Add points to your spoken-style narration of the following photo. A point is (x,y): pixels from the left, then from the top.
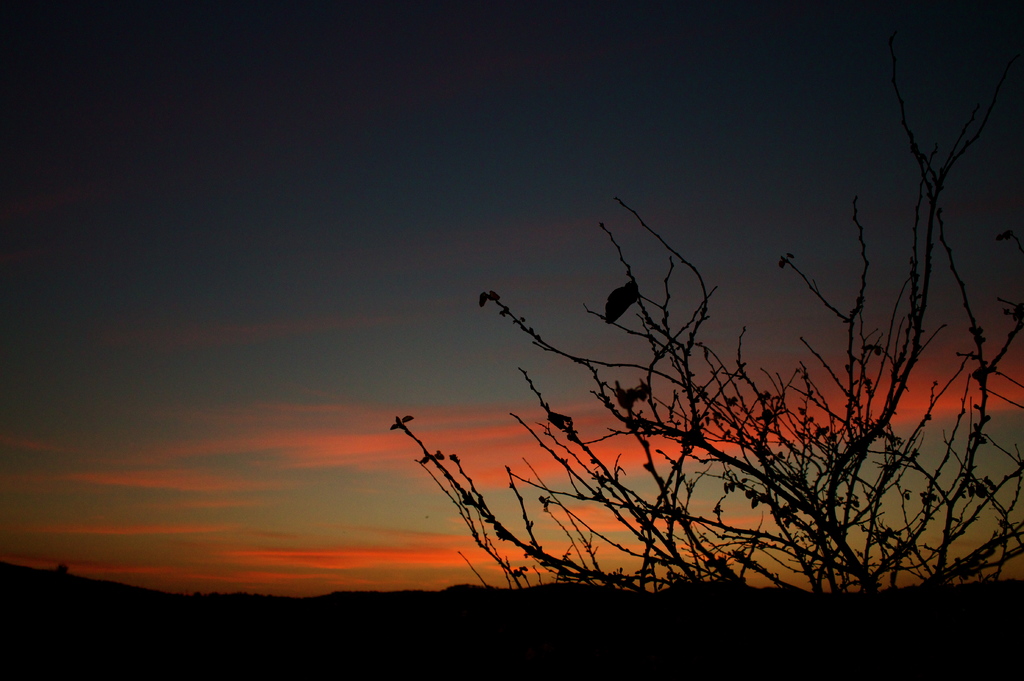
In the foreground of this image (770,478), on the right (774,534) there is a tree (615,483) with few leaves (620,393) and in the background (296,173), there is the sky (292,340) and the cloud (280,433).
